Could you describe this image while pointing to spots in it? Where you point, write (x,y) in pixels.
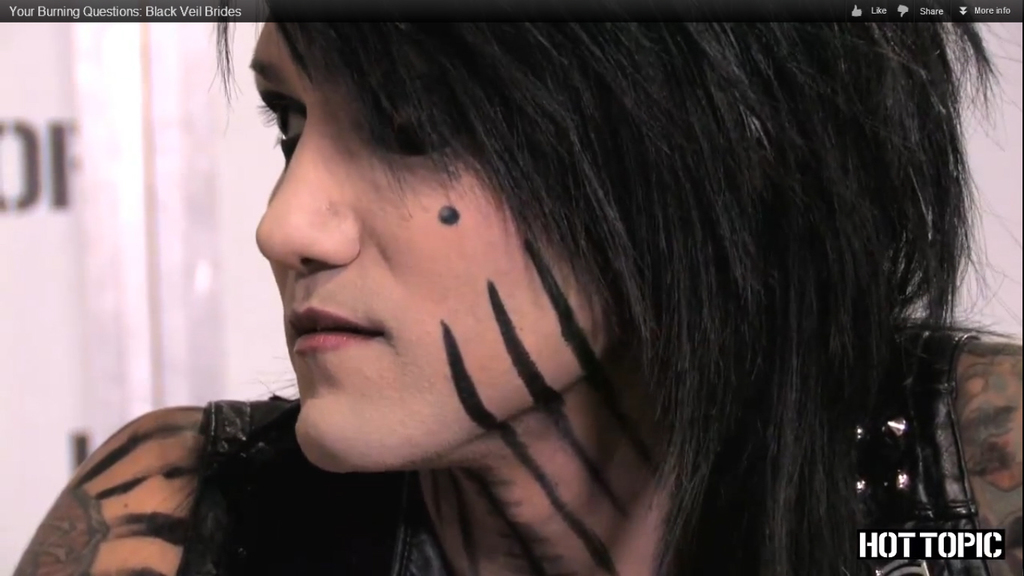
Here we can see a woman (419,274) and there are tattoos (510,335) on her body (439,441) and at the top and bottom we can see text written on the image. In the background (271,330) the image is not clear.
